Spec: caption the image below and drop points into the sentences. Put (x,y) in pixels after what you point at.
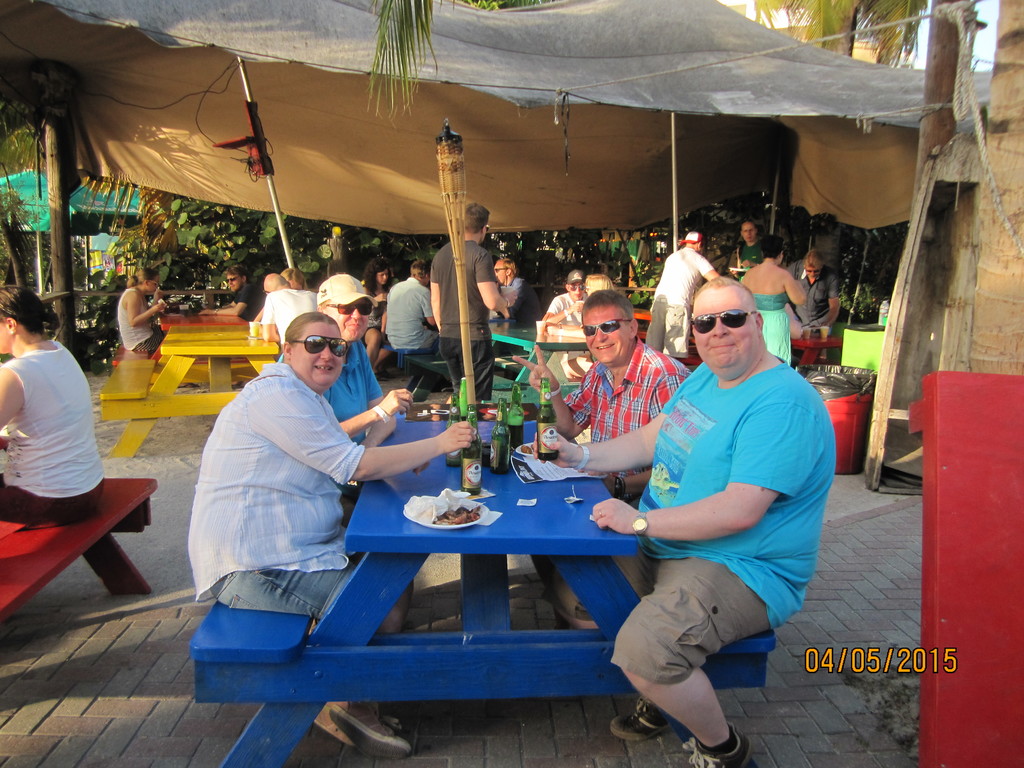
There are some people (324,437) sitting in the bench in front of the table (542,503) on which some bottles (493,443) and food items (473,516) were placed. All of them were wearing spectacles (344,342). In the background (385,331) there are some people (398,316) sitting under the shed (372,126). There are some trees (818,20) here.
